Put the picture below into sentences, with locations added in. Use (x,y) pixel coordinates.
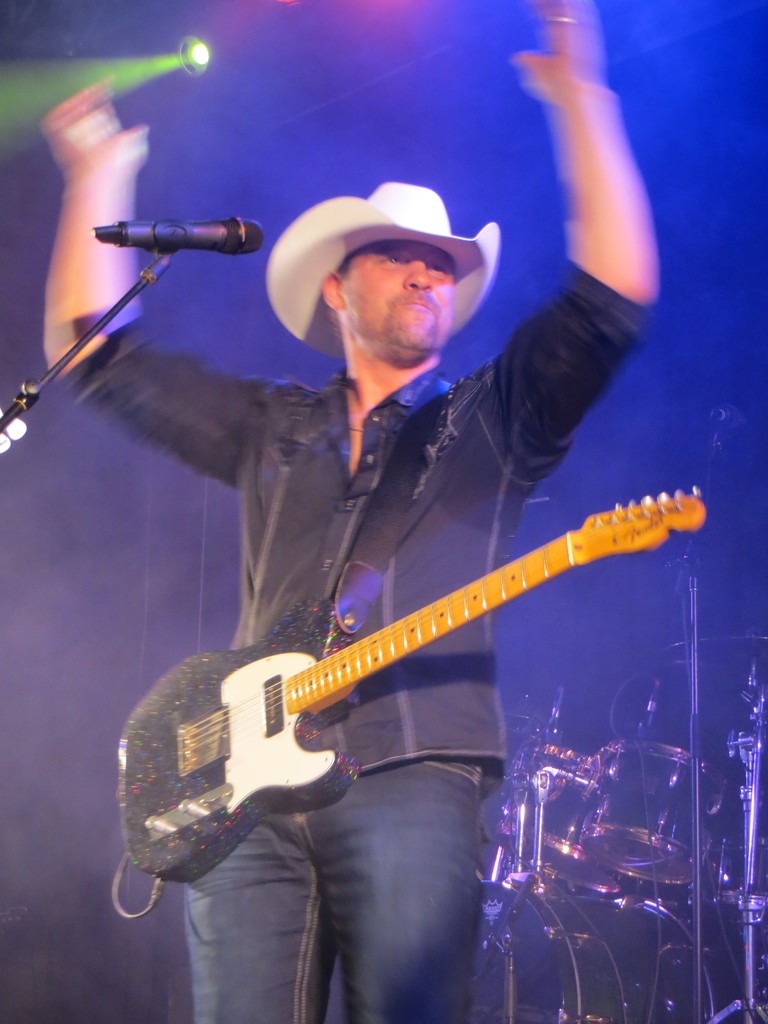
In this picture we can see man (480,782) carrying guitar (269,722) and raising hands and background (673,877) we can see drums (575,846), light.
